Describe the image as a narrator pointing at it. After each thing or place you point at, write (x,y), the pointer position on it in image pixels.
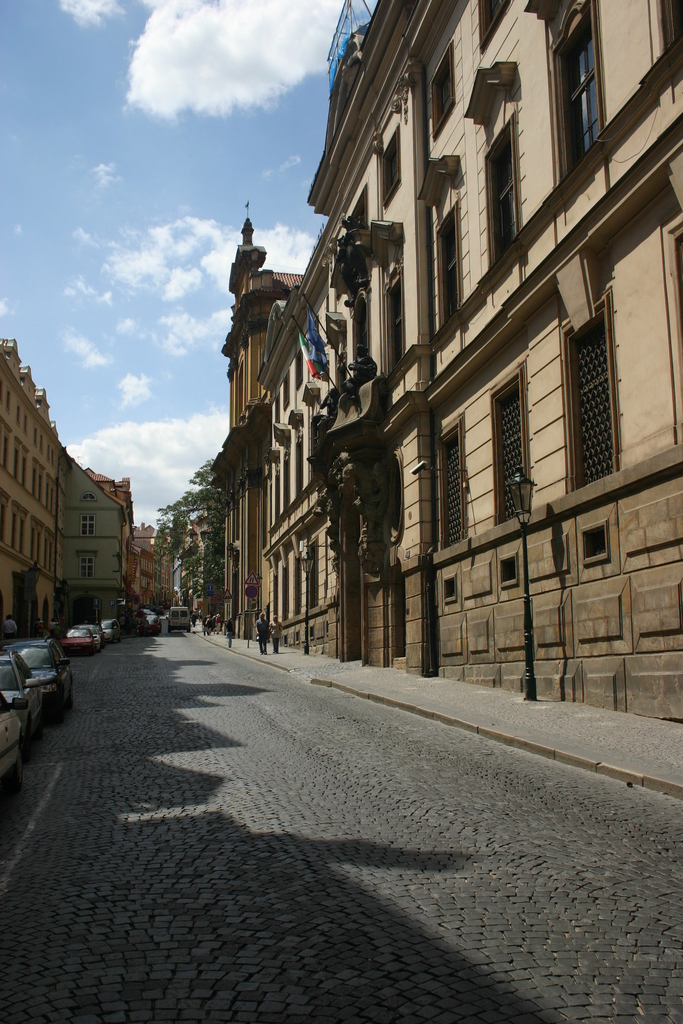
In this picture there are vehicles (53,676) on the road (215,671) and there are group of people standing on the footpath (409,683). There are buildings (443,513) and trees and there are flags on the building (412,416). At the top (98,184) there is sky (161,122) and there are clouds (299,269). At the bottom (386,842) there is a road (303,773) and there are street lights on the footpath (625,762).
